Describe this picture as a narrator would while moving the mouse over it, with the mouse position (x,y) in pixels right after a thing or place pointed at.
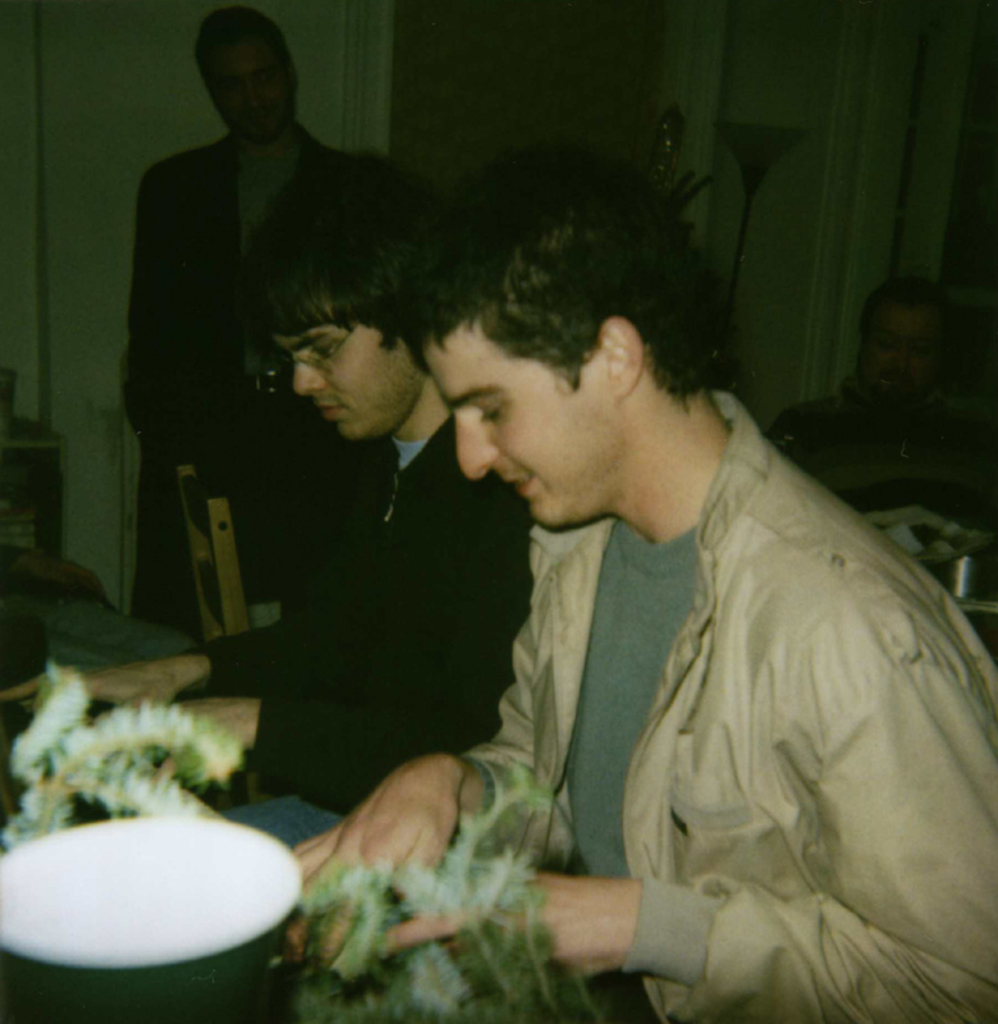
In this picture we can see two men (594,759) sitting on the chair (226,578). There is a bowl (246,921) and other objects (449,884) on the table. We can see two people (804,456) at the back (228,331). There are a few objects (675,137) visible in the background (0,398). We can see a dark background (840,339).
